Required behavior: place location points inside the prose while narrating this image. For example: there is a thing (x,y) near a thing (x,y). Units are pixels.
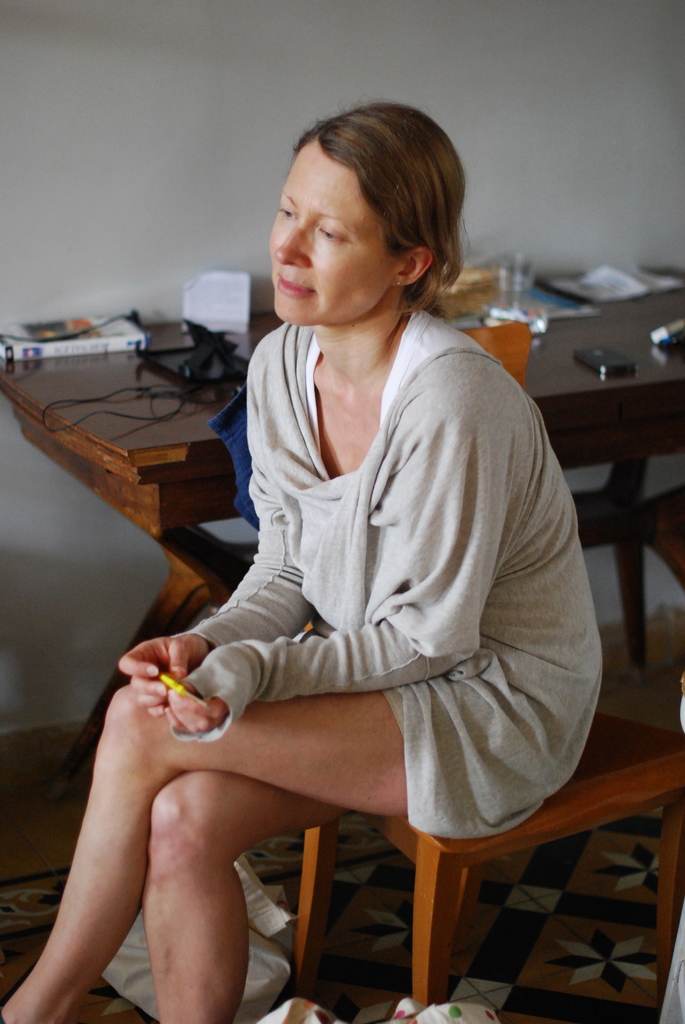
This picture is taken inside the room (353,582) where a woman (447,658) is sitting on the chair (597,796). There is a table (550,350) in the center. On the table (560,344) there are wires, book (86,354), paper (200,300), phone (624,356). In the background (221,125) there is a white colour wall (234,94).
